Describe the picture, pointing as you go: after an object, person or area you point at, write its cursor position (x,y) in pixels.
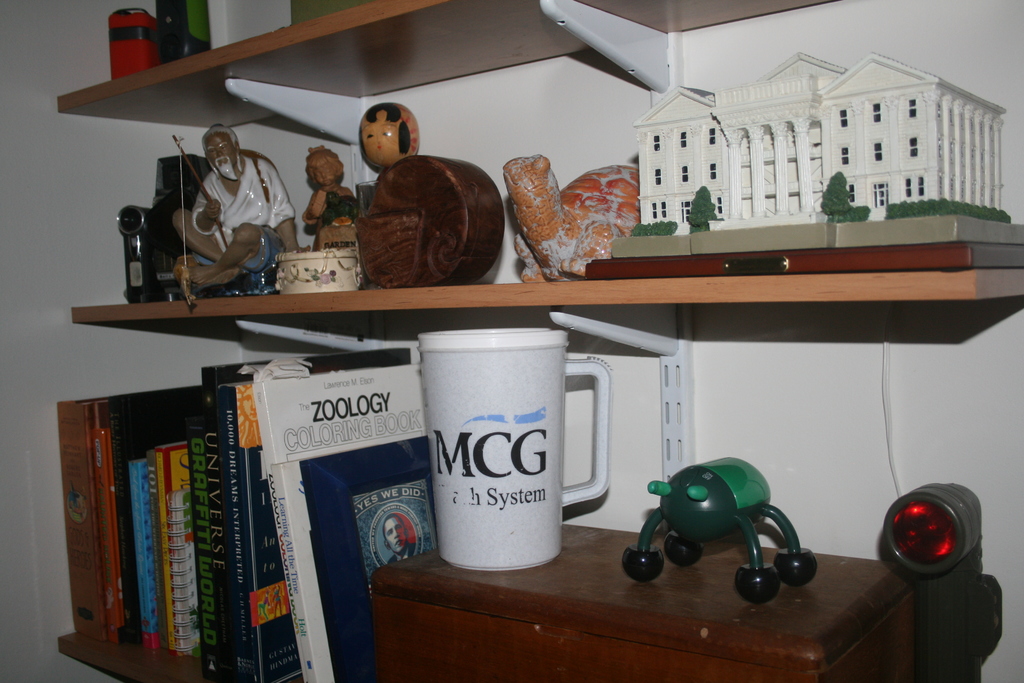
In this image i can see few books (294,544), mug (473,472), a toy building (698,187) on a rack (727,279) at the back ground (745,312) i can see a wall (635,411).
